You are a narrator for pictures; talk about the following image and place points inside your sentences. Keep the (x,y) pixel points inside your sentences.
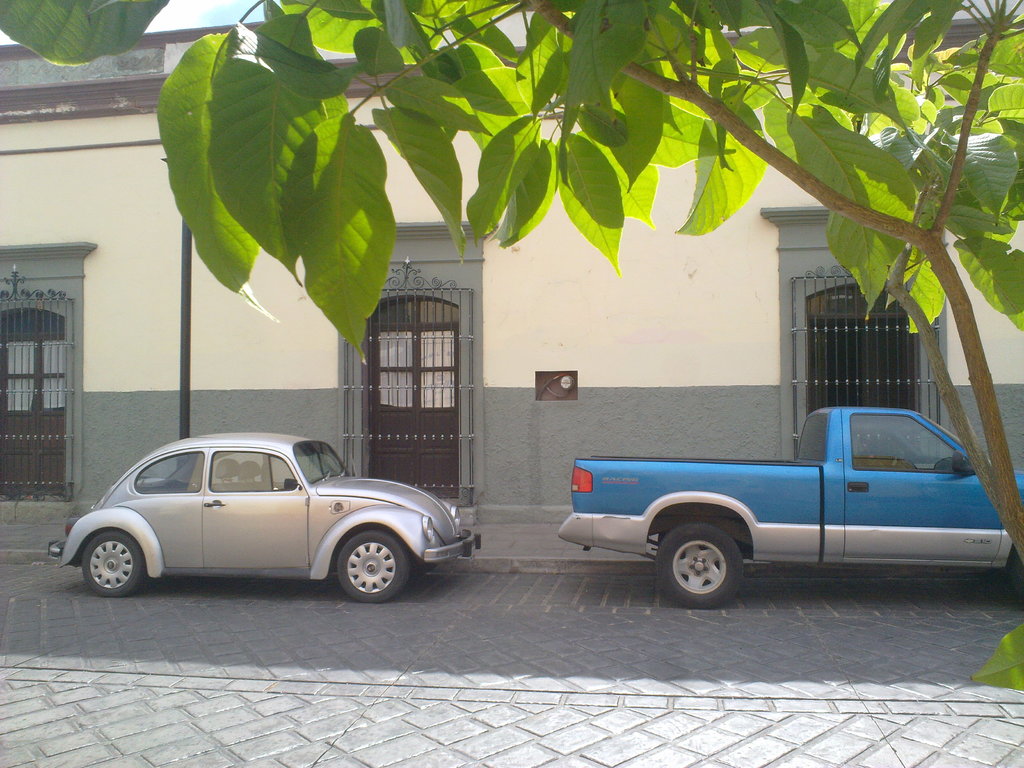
In this image we can see two cars (292,491) on the road (0,628), tree (354,253), house (569,328), doors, also we can see the sky (216,9).
